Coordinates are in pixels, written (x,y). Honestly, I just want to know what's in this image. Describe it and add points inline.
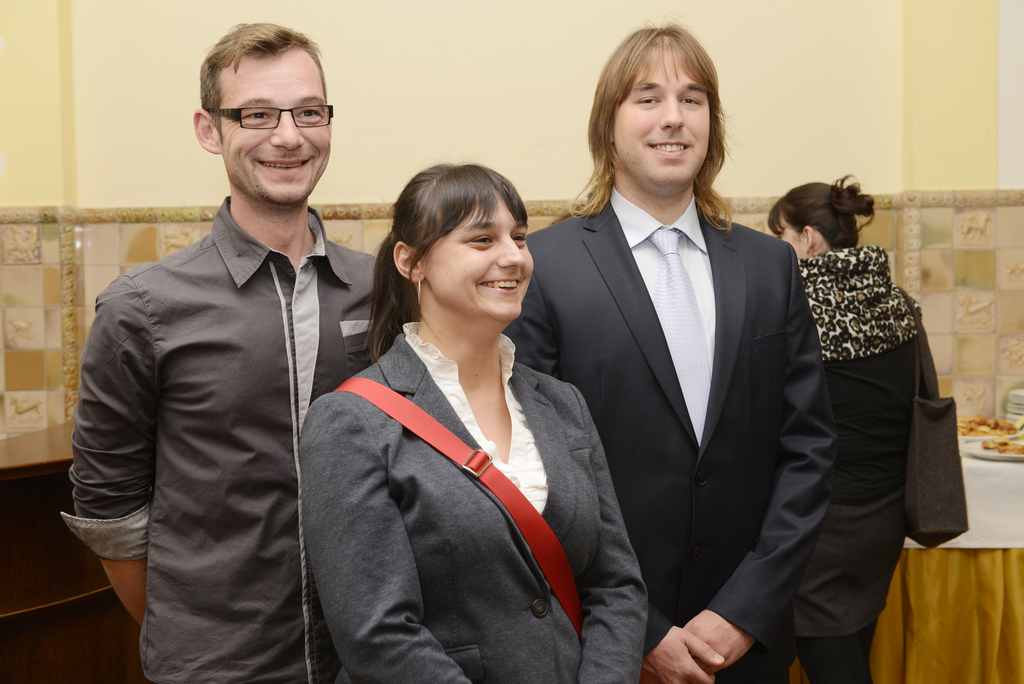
In this image we can see persons (546,271) standing on the ground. In the background (1015,484) we can see serving plates (994,457) with food (992,438), cloth (953,590) and wall (19,144).
